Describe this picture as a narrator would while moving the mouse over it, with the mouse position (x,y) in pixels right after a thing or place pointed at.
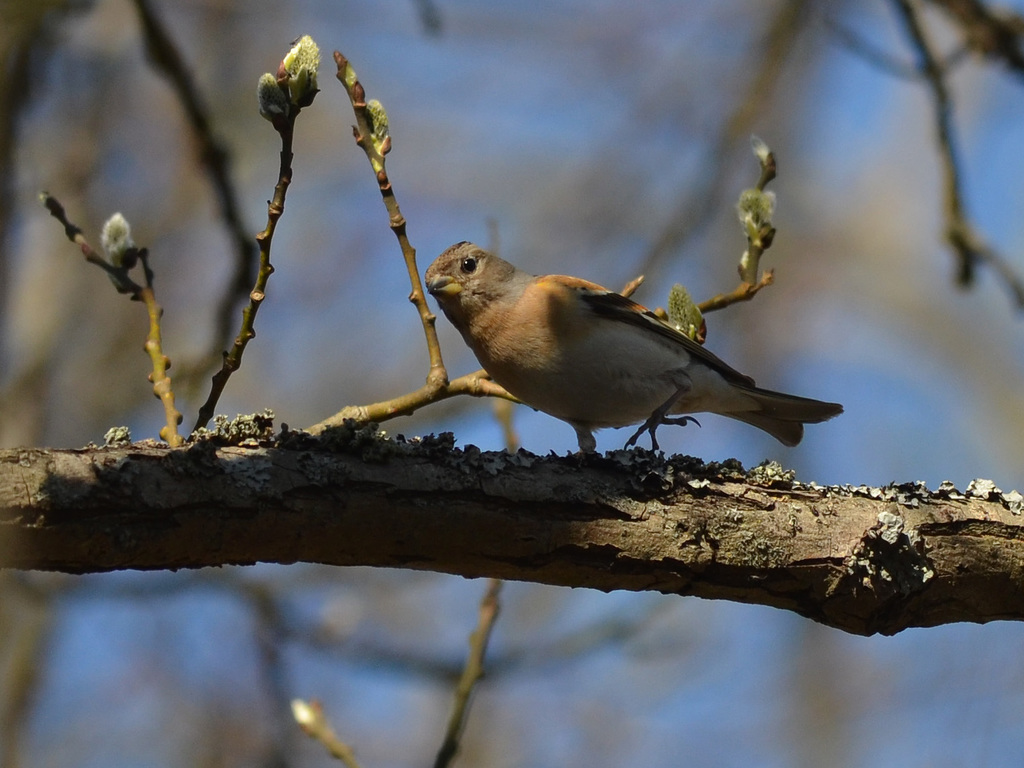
In this image in the foreground (567,370) there is one bird (556,372) on the tree (504,504), in the background (459,189) there are some trees (117,306) and sky (763,637).
